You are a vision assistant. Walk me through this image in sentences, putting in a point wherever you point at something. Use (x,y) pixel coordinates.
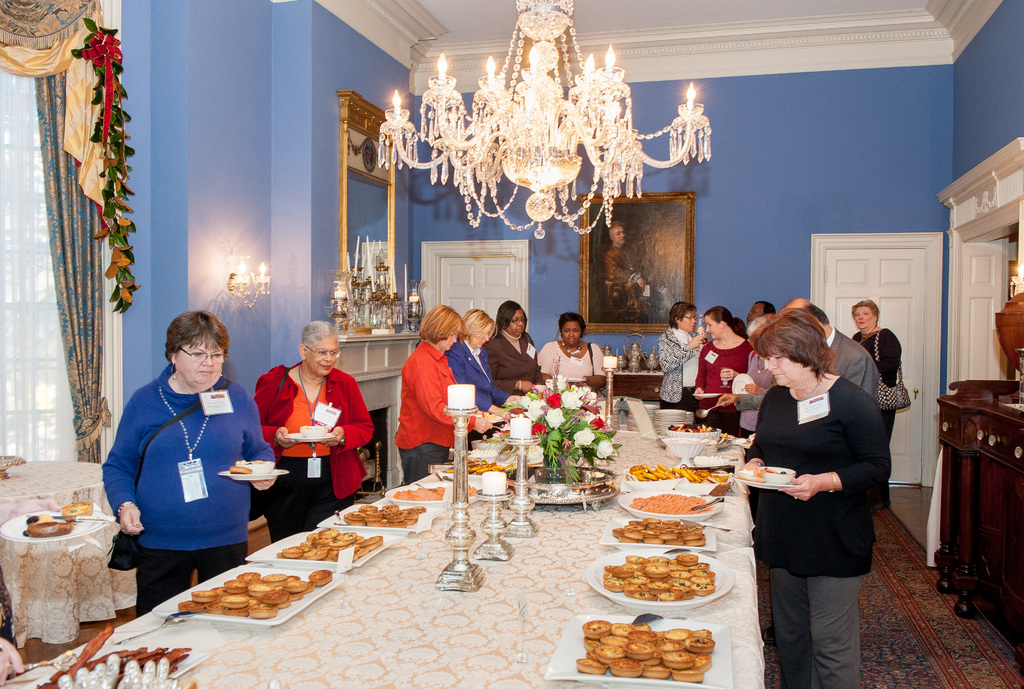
As we can see in the image there is a wall (267,217), photo frame (618,285), door (930,319), chandelier (617,147) and a table (487,647). On table (535,650) there are plates (557,650) and food items (614,640).
